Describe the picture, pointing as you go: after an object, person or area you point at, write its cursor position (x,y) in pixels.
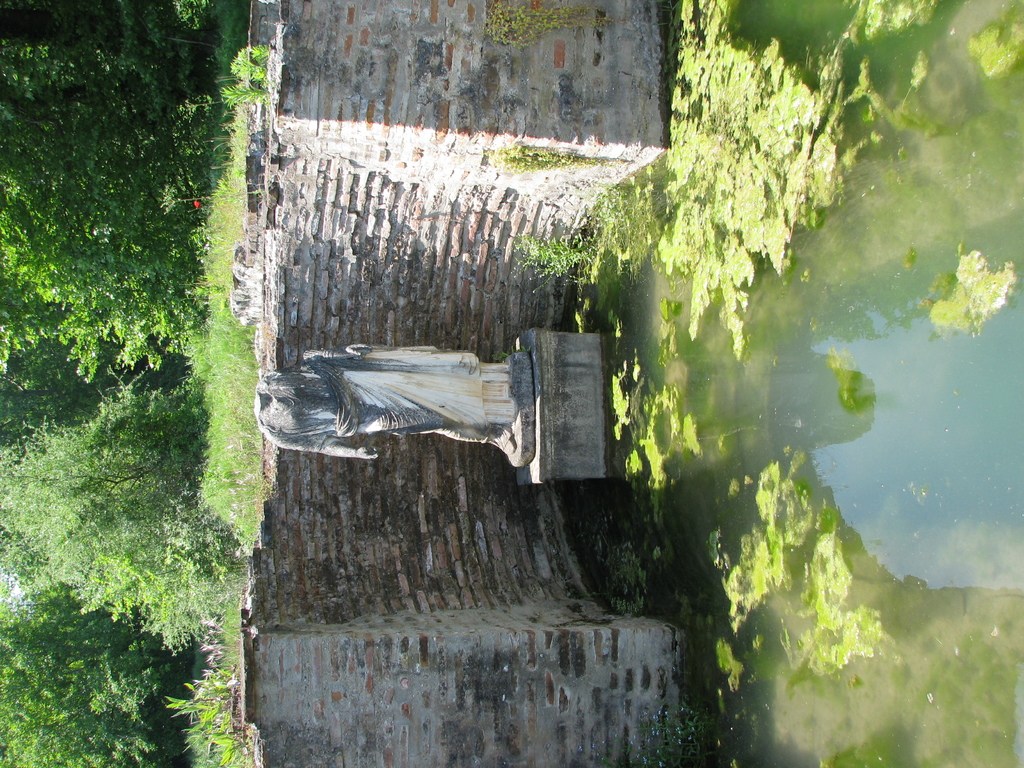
In the image we can see the sculpture (323,429) and the brick wall (424,553). Here we can see the water (870,481) and water algae (736,212). We can even see the grass (225,308) and trees (116,276).
